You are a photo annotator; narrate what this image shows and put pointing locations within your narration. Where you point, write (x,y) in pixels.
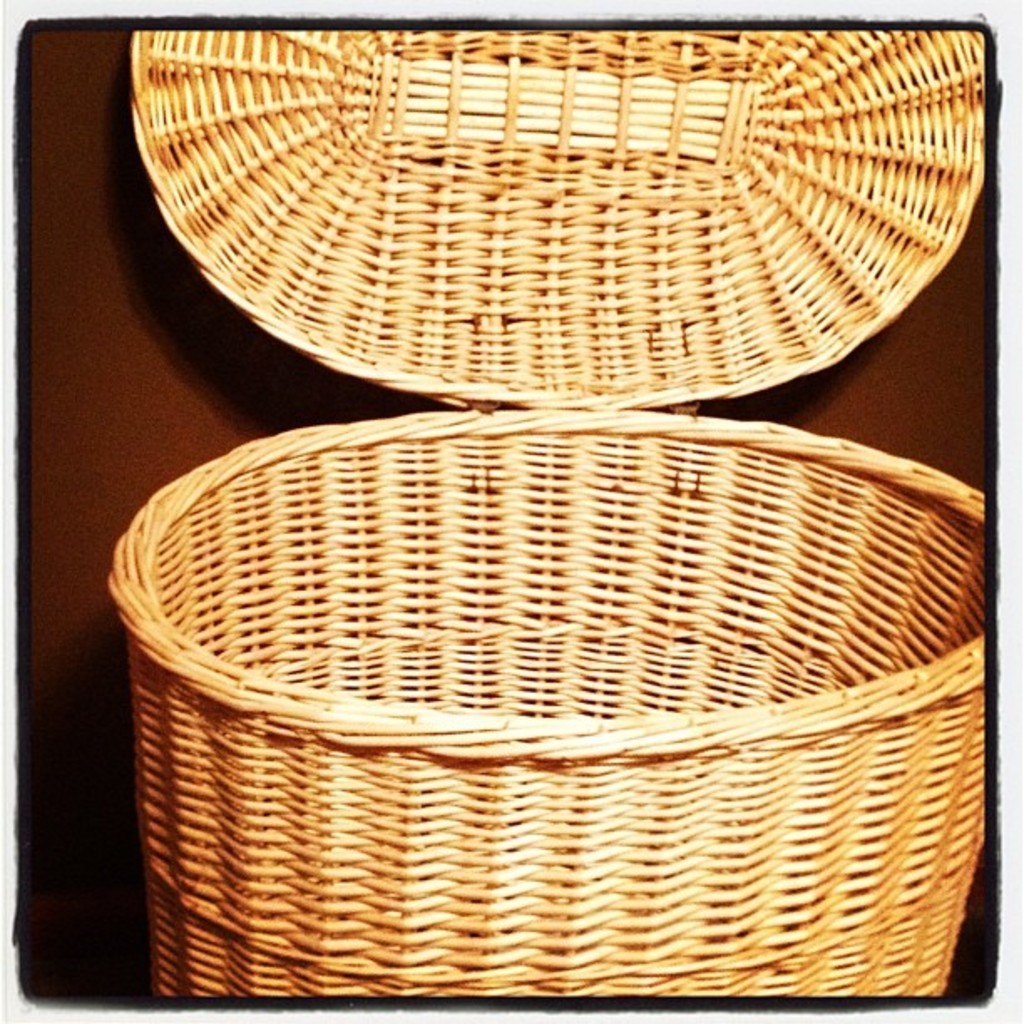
This is an image with borders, in this image in the center (528,617) there is a basket (496,286) and there is a color background (901,337).
